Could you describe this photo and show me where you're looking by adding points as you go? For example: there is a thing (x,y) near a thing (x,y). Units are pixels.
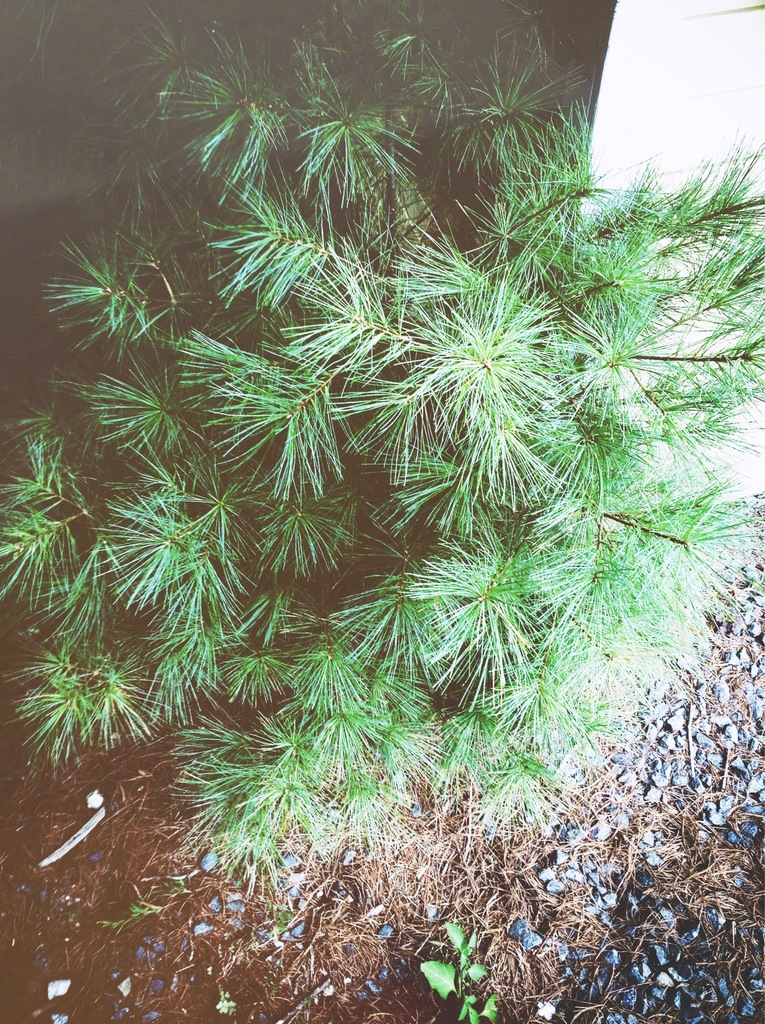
In the foreground of this picture (522,839) we can see the gravels (690,917) and the dry grass (367,921). In the center (297,454) we can see the pine tree (540,247). In the background (651,39) there is an object (718,42) seems to be the wall (714,104).
